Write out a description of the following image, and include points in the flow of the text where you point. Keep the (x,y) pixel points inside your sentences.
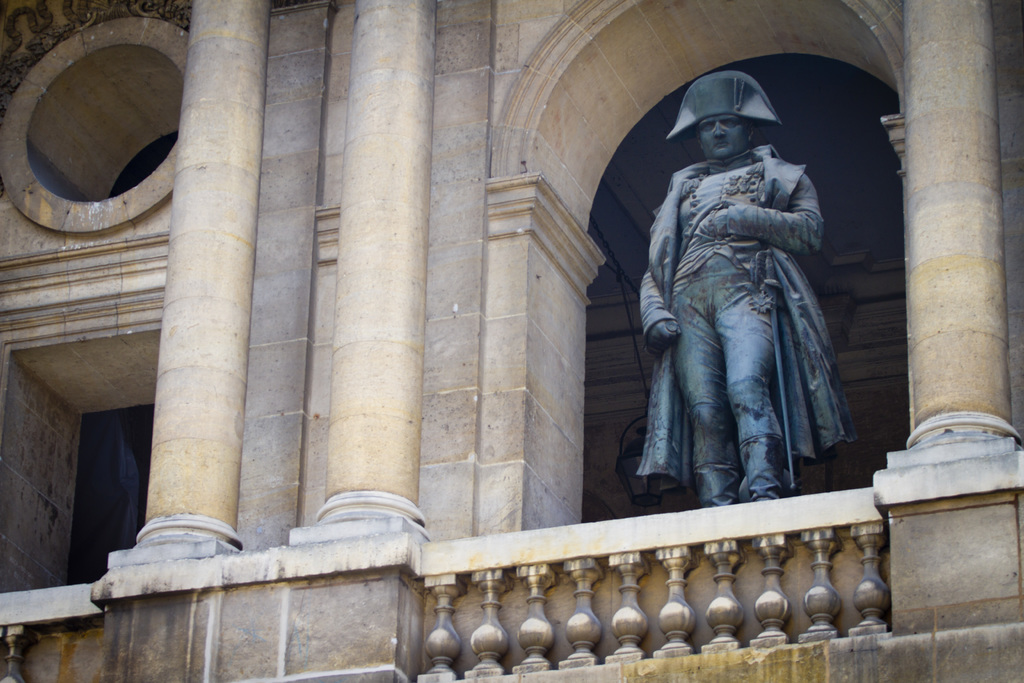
In this image we can see statue (725,284), pillars (405,121), wall (256,481) and grill (616,621).
